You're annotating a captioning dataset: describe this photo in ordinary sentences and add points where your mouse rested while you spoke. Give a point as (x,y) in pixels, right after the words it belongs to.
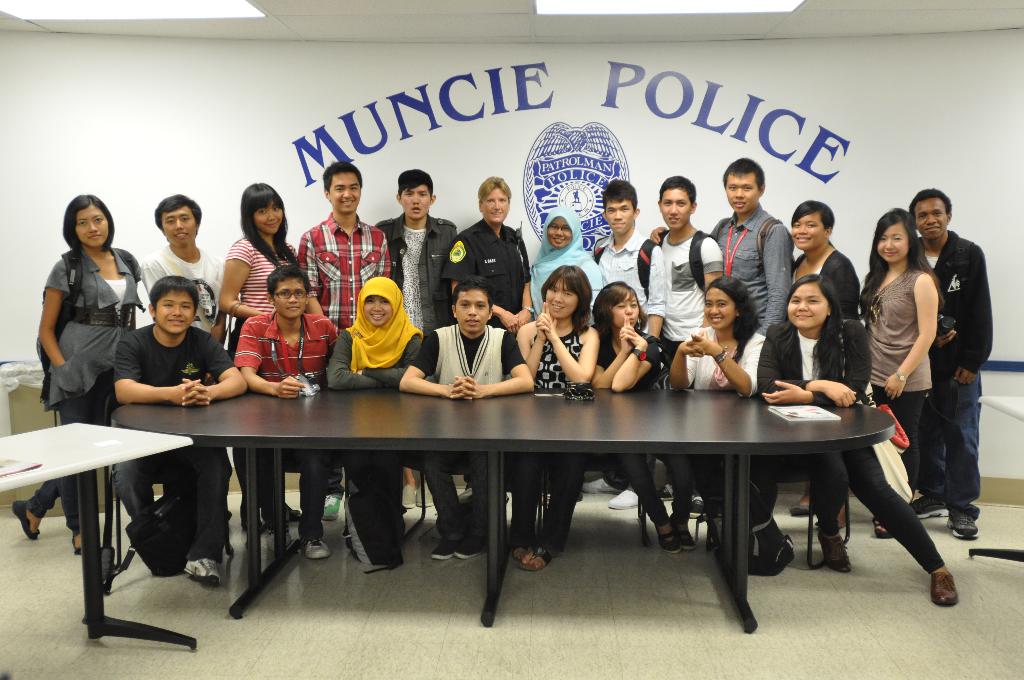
In this picture we can see some people (940,287) are standing and some people (800,341) are sitting in front of a table (212,406), on the left side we can see another table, in the background (698,200) there is a wall (698,200), we can see some text (372,111) on the wall (557,111).
